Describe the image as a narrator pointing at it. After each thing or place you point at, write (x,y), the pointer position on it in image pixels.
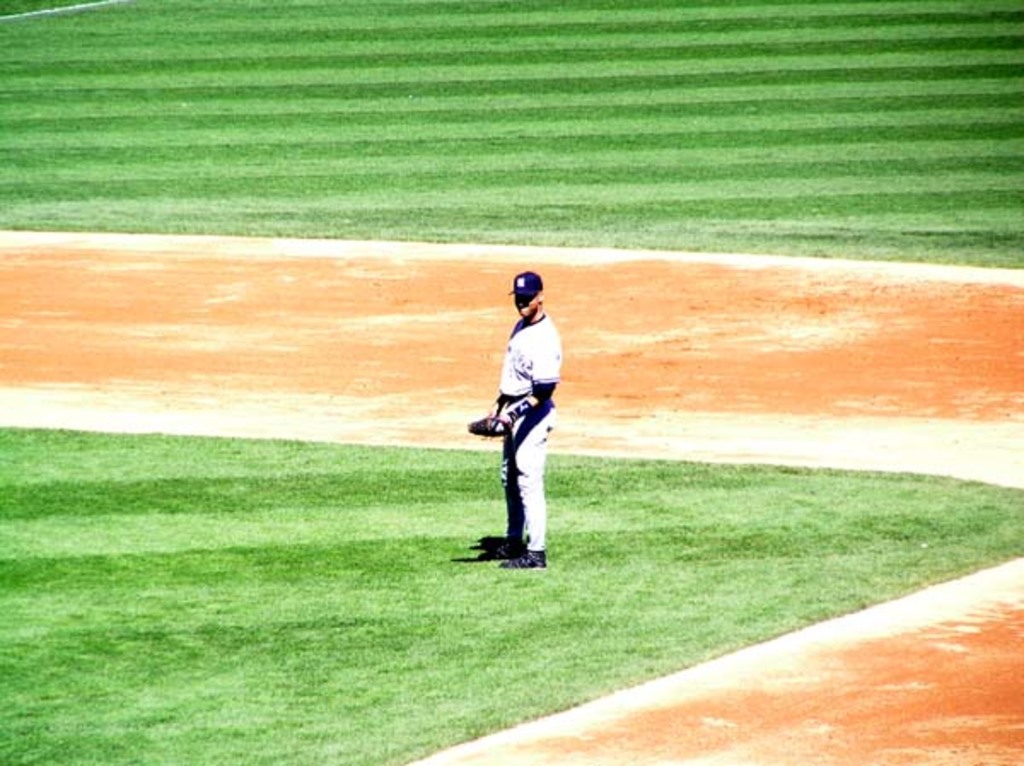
This picture is clicked outside. In the center (520,295) there is a person (533,474) holding some object (488,433) and standing on the ground (564,461), we can see the green grass (364,578) on the ground (336,586).
